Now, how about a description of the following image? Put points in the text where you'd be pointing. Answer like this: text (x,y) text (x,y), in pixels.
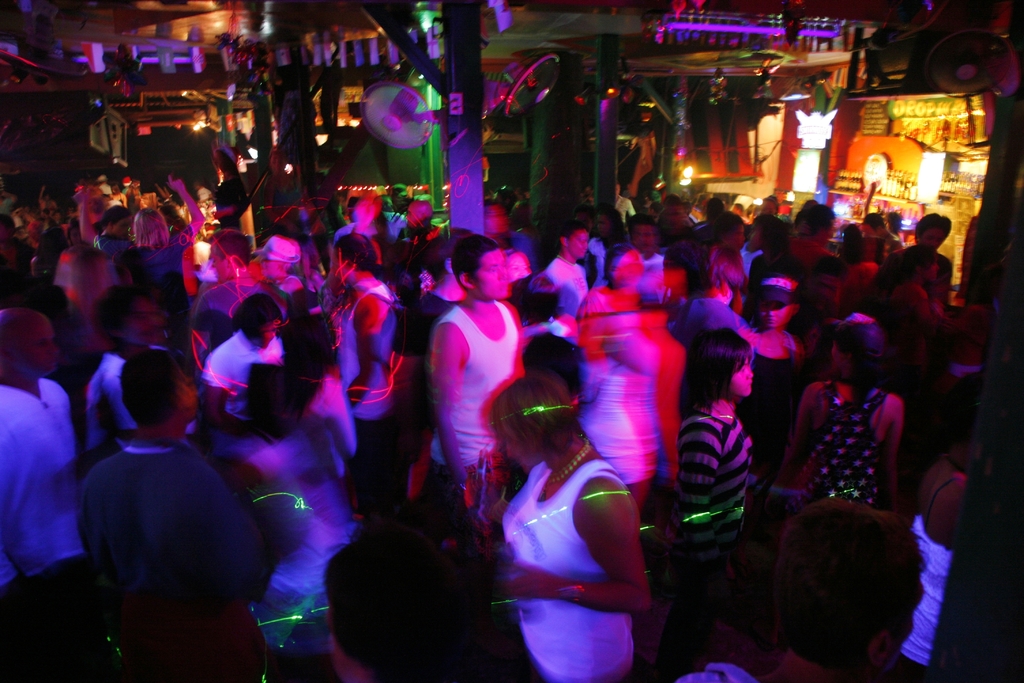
In this image there are a group of people (693,551) standing, there are person (0,400) truncated towards the left of the image (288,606), there are persons (847,598) truncated towards the bottom of the image (855,584), there are objects (1007,61) truncated towards the right of the image (997,352), there are pillars (1012,379), there are objects (408,103) in the pillars (474,131), there are lights (324,141), there is the wall (862,149), there is a board (866,128) on the wall (852,133), there is text (938,108) on the board (948,112), there are objects (259,57), there is a pole (462,66) truncated towards the top of the image (459,20).
